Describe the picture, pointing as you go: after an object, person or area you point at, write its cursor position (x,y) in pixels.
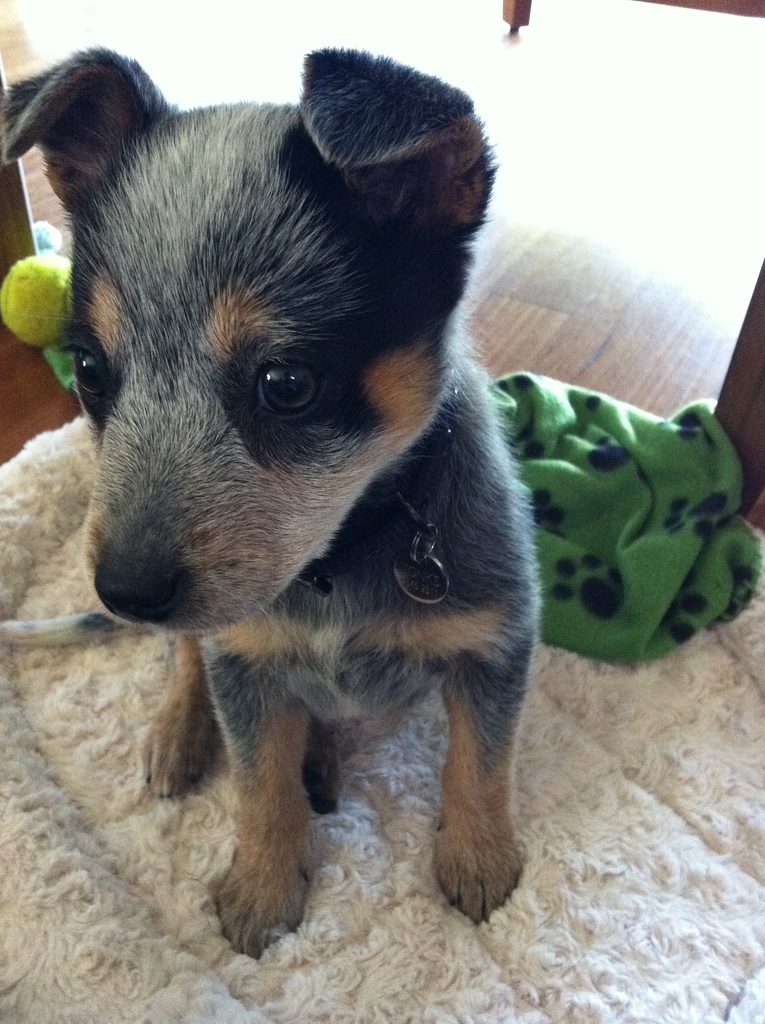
In the center of the image (342,419) there is a dog (309,570) on the mat (338,943). In the background (180,77) we can see cloth (746,573), ball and floor (576,208).
